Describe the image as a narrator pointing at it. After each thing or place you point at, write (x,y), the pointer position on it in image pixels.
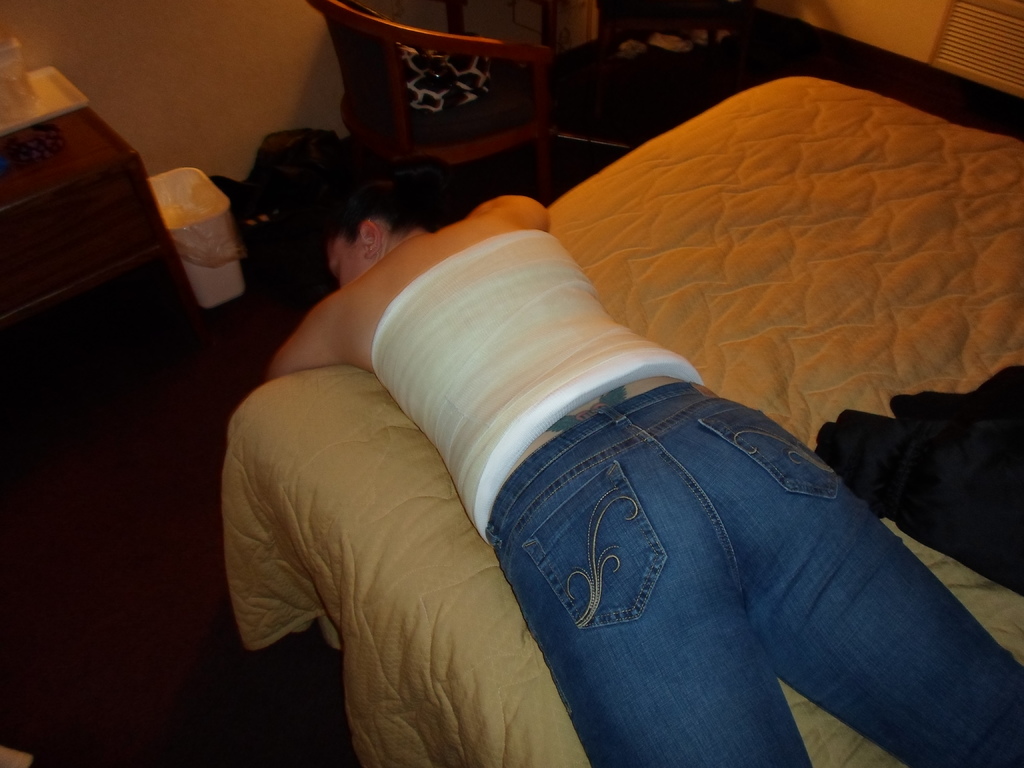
A woman (549,364) is laying on a bed (680,349). On this table (19,160) there is a tray (42,83) and glass (8,59). Here we can see a chair (400,81).
